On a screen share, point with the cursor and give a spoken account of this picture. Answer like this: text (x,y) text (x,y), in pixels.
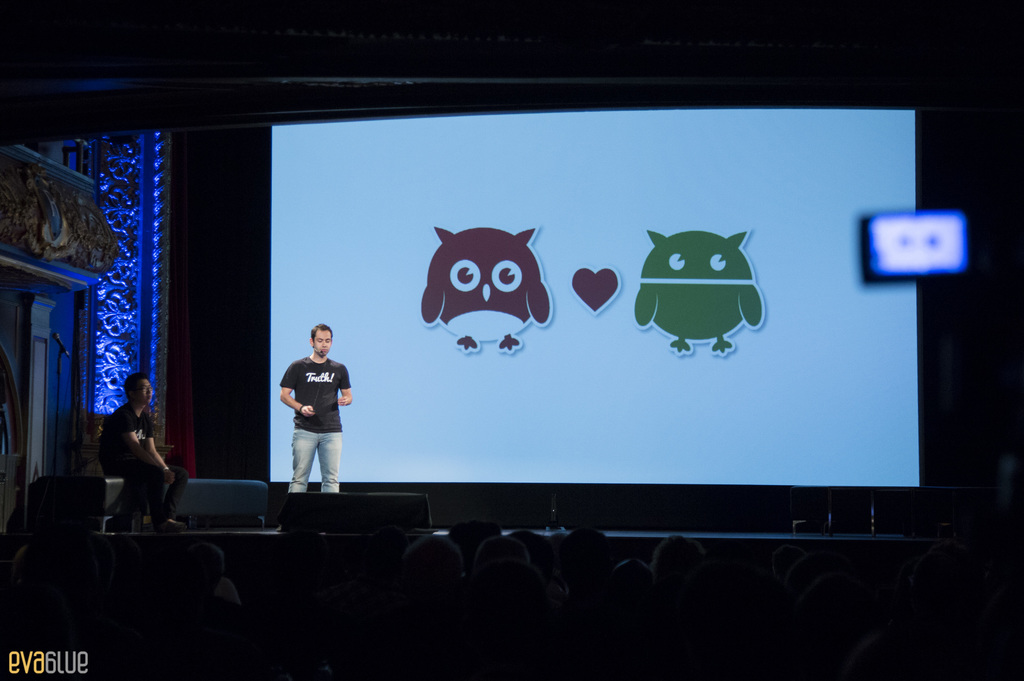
At the bottom of the image (340,666) many people (781,552) are sitting. In front of them a person (327,444) is standing and a person (156,463) is sitting and watching. Behind them there is a screen (345,299) and microphone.
